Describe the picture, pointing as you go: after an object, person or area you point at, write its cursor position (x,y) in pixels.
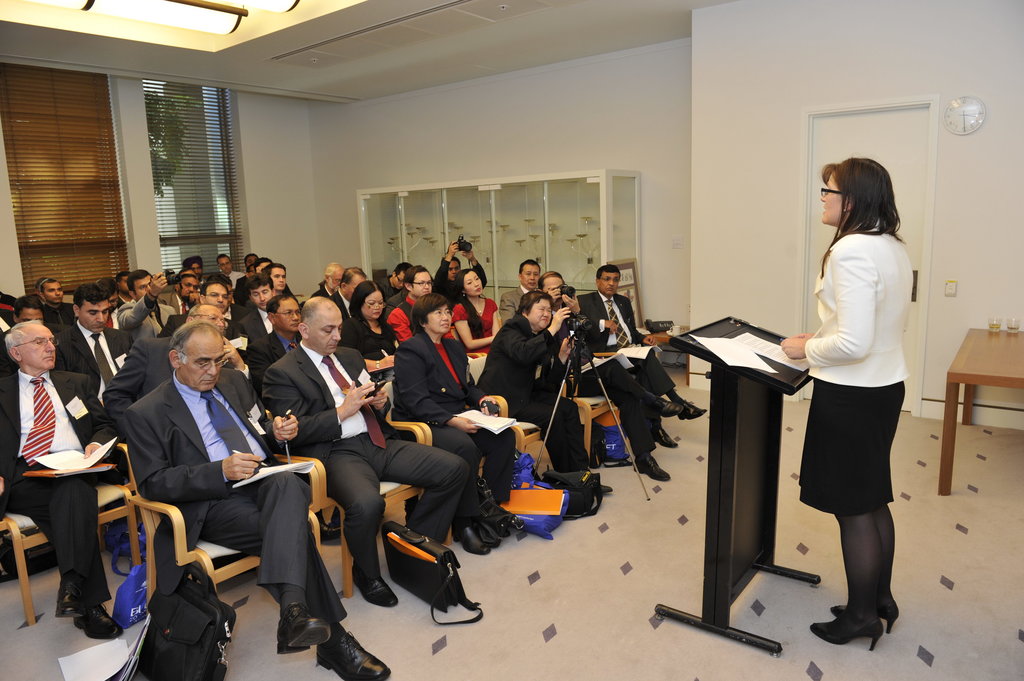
In this image I can see group of people (364,394) are sitting on the chairs (224,547) and few people (237,402) are holding books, pens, mobile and few people (454,273) are holding cameras (469,241). I can see one person (845,389) is standing in front of the podium (774,379) and I can see few papers (753,355) on it. Back I can see few windows (159,163), door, clock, wall (277,180) and few objects (994,331) on the table (994,368).
